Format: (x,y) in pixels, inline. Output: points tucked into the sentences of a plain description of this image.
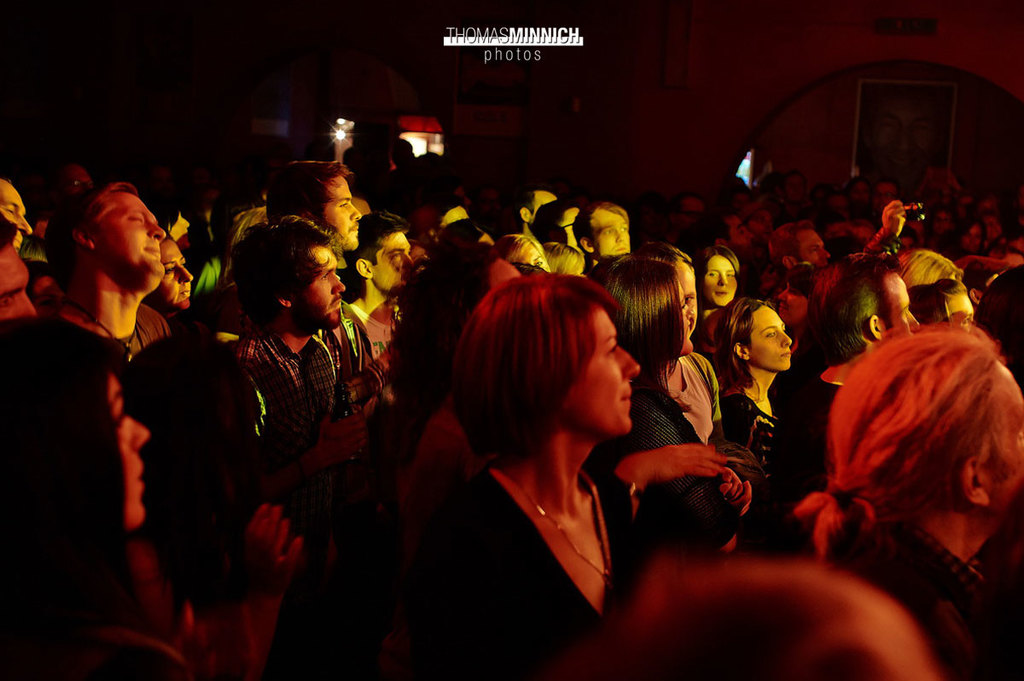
In this image we can see a group of persons (600,328). Behind the persons (869,221) we can see a light (342,141) and a wall (838,146) on which there is a poster (897,99) of a person (918,115).
